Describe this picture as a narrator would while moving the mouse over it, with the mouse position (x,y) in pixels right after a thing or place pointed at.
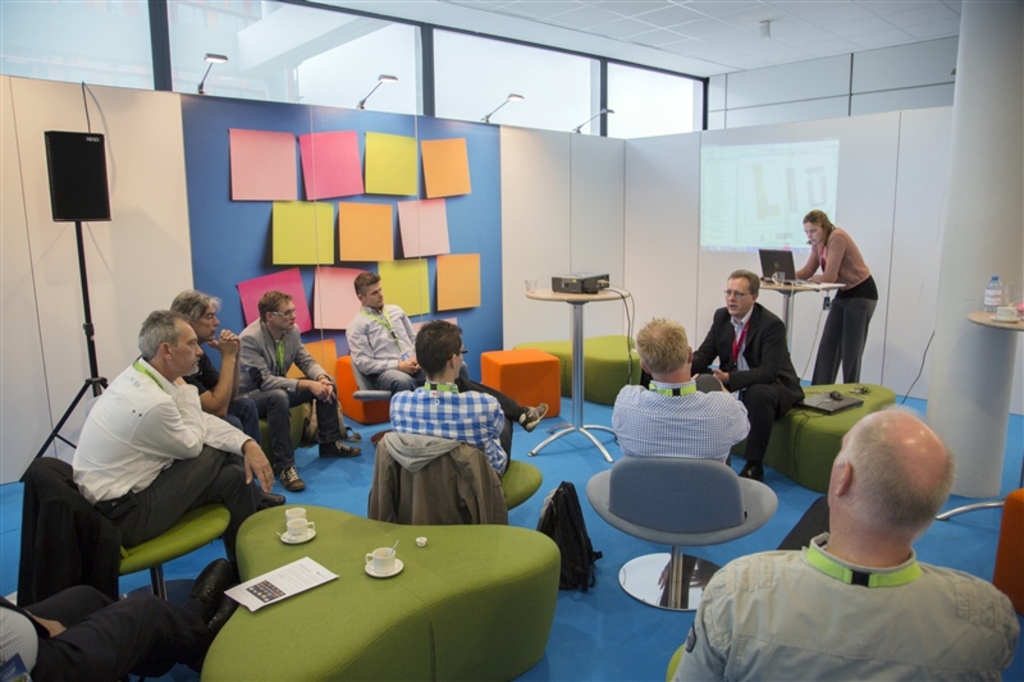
This is the picture of the inside of the room (546,264). They all are sitting in a chair (465,549). On the right side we have a person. She is standing. She looks at her laptop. There is a chair (677,484). There is a coffee cup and poster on a chair (474,558). We can see in the background (383,179) there is a wall (209,190) and color board (353,219).
